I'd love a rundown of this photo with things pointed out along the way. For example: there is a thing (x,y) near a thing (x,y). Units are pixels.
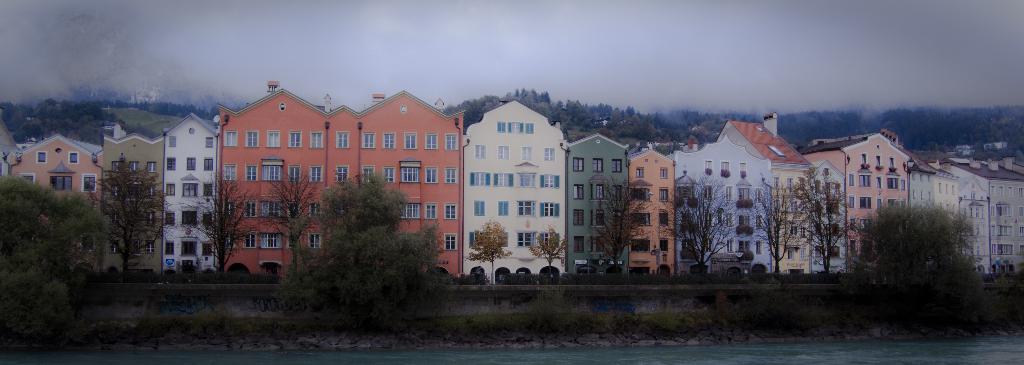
In front of the image there is water (657,354). There are rocks (528,334), plants (633,318). There is a painting (271,308) on the wall (477,299). There are trees (293,247) and buildings (706,174). At the top of the image (535,40) there are clouds (676,31) in the sky (720,25).
